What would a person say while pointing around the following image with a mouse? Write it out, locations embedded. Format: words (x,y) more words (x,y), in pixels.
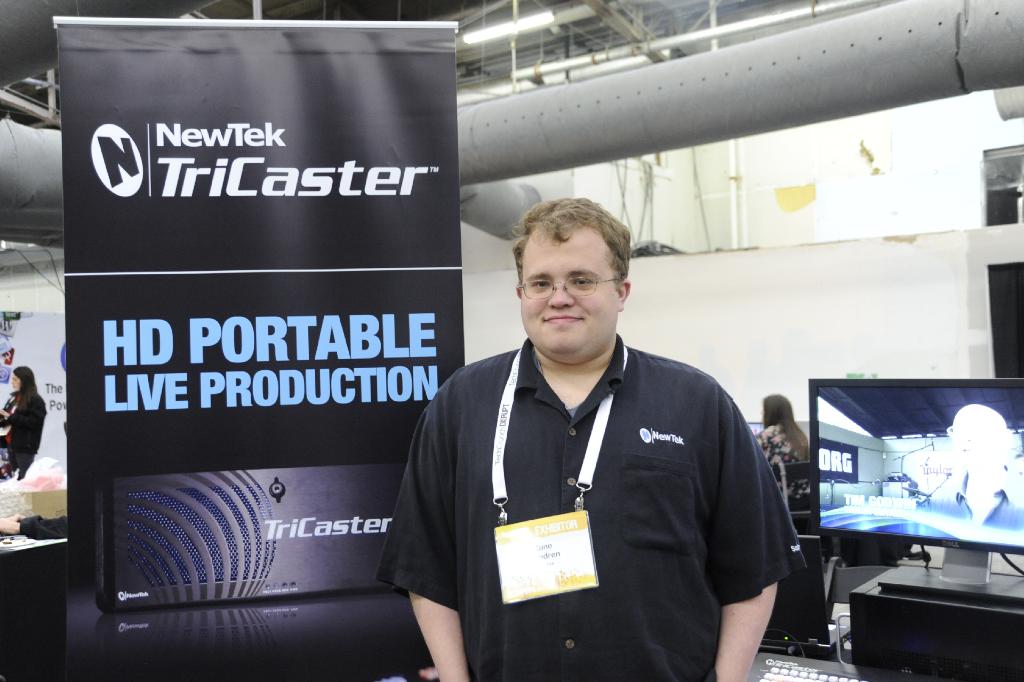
In the foreground of the image (631,567) there is a person (633,546) wearing a black color T-shirt (542,508) and an Id card (520,561). In the background of the image (298,407) there is a banner (205,319) with some text (230,137). At the top of the image (753,20) there is ceiling (683,21) with rods (637,44). To the right side of the image (825,514) there is a TV screen (891,499). There are people (779,454) sitting on chairs (789,484).
